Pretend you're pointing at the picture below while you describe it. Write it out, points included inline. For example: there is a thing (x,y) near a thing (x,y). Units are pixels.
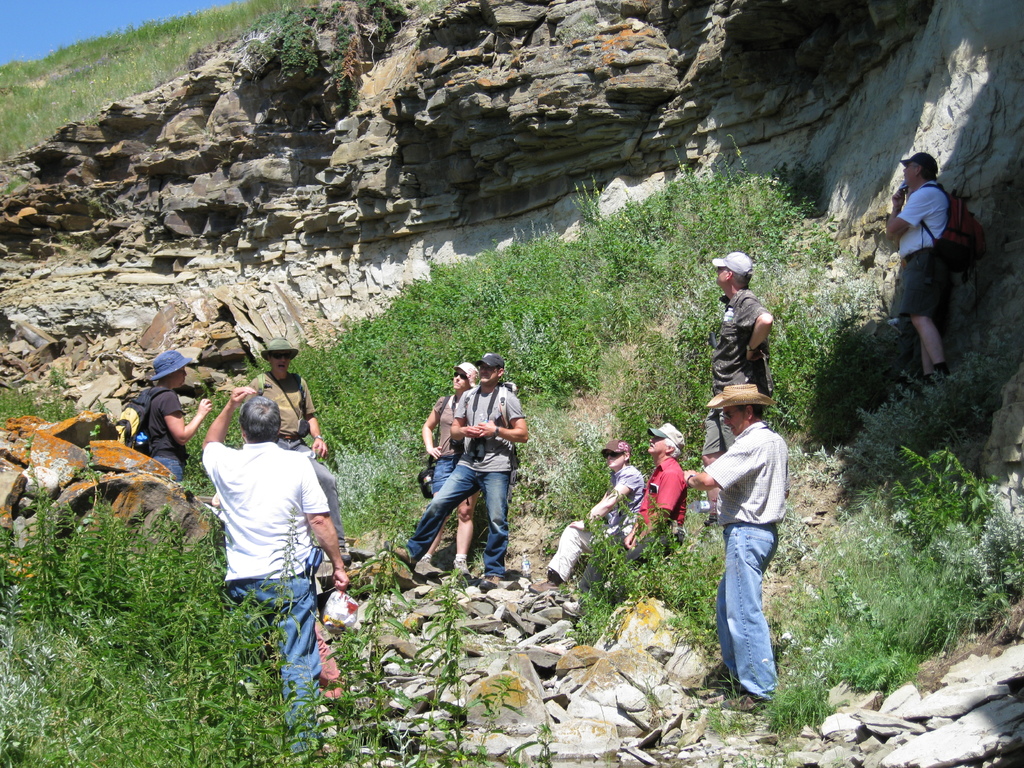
This is an outside view. Here I can see few people (739,394) are standing on the rocks (629,658). I can see caps (183,363) on their heads (729,290) and few are wearing bags (149,447). At the bottom of the image (148,650) I can see some plants (152,639). On the top of the image (494,128) there is a rock (345,119). On the top left of the image (47,25) I can see the sky (53,26) in blue color.
